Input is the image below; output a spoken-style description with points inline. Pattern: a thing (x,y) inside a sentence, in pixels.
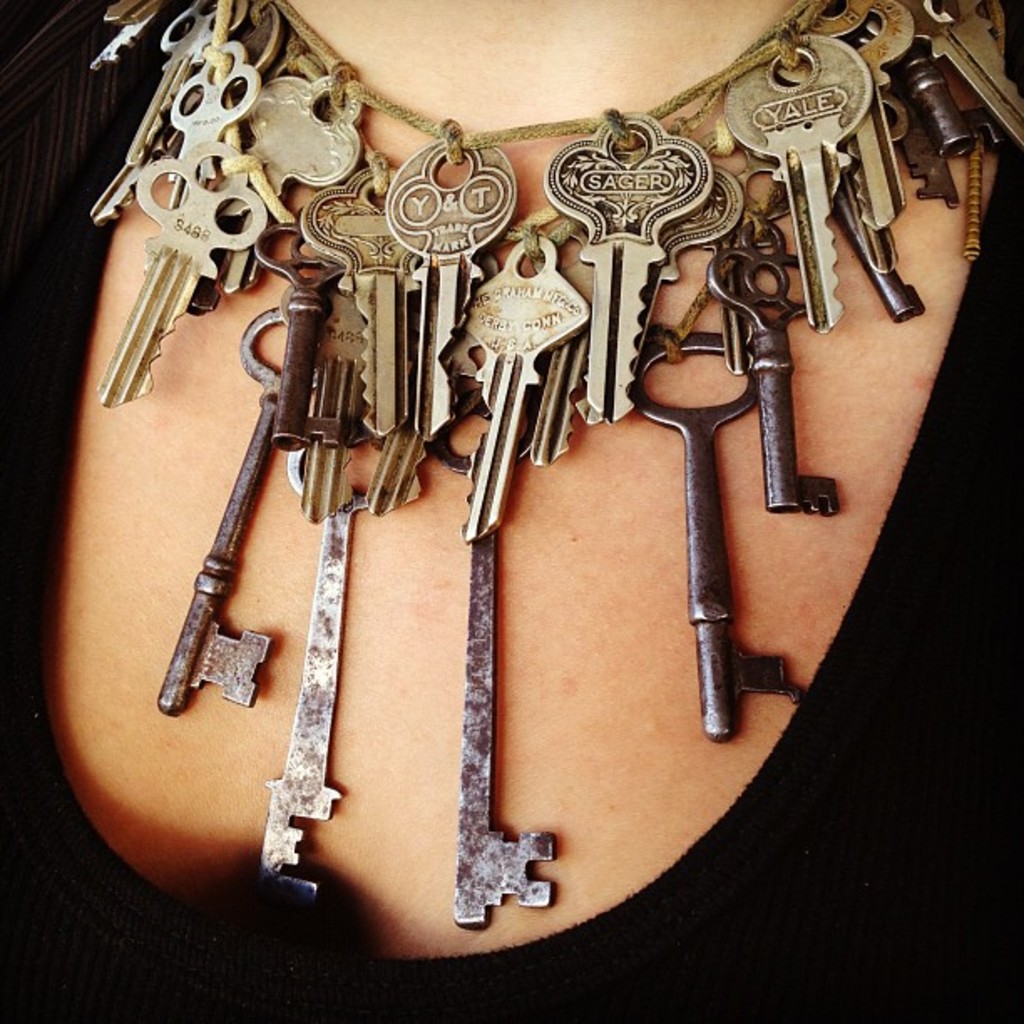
Here I can see a chain (599,148) which is made up of keys (463,227) and it is placed around a person's neck (444,15). This person (463,42) is wearing a black color dress (927,793).
